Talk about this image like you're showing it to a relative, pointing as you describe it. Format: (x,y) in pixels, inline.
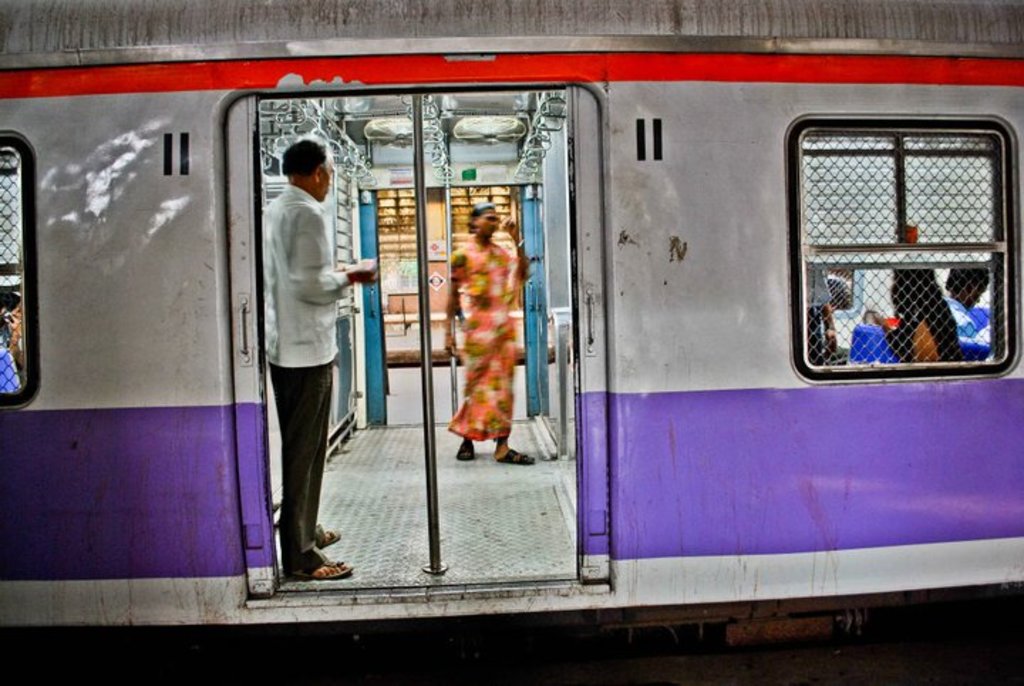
In this picture we can see a train (706,514), there are two persons (485,295) standing in the middle (475,310), on the right side (791,310) we can see a window (909,325), from the window (933,284) we can see some people (948,332), there are handles (564,115) and rods (447,190) in the middle (421,289).
